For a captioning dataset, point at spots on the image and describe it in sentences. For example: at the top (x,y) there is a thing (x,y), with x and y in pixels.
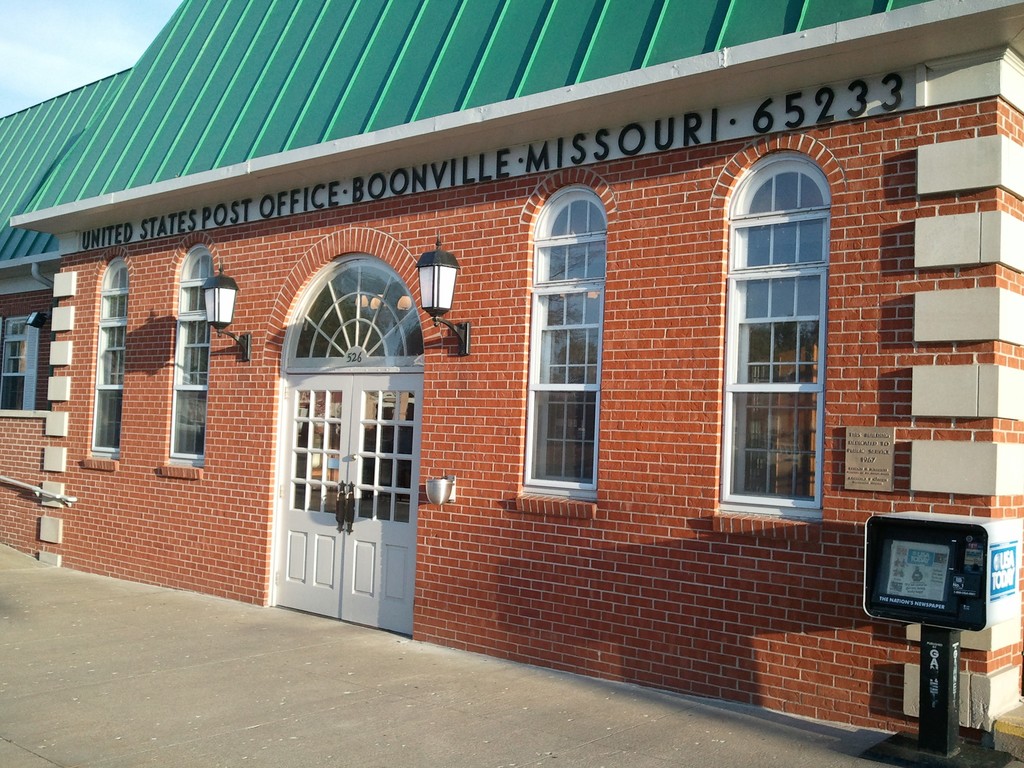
In this image there is a building (541,507). On the right (929,699) we can see a newspaper box (937,650). In the background (73,46) there is sky (79,57). There are lights (217,315).
